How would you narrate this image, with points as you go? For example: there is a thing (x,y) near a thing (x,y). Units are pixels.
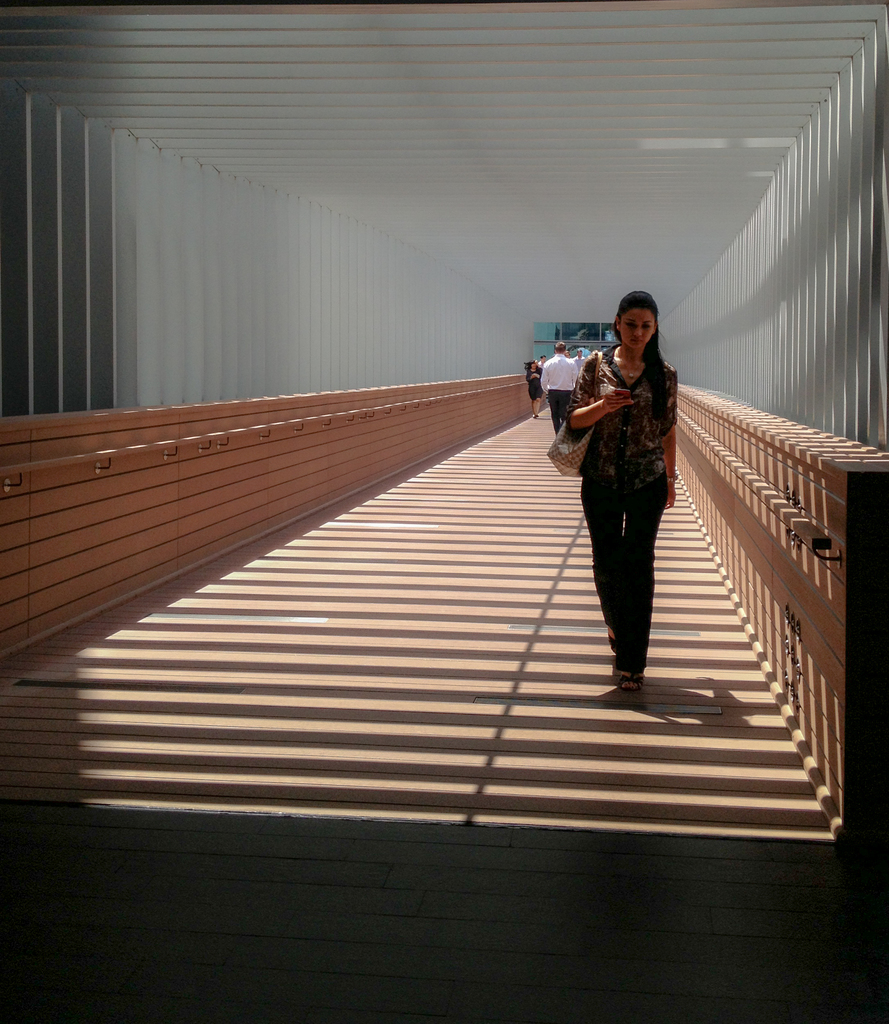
In the picture we can see a woman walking on the floor (65,694) and she is wearing a hand bag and besides her we can see a wall (859,152) with a railing (801,405) which is white in color and behind her far away we can see some people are also walking.
